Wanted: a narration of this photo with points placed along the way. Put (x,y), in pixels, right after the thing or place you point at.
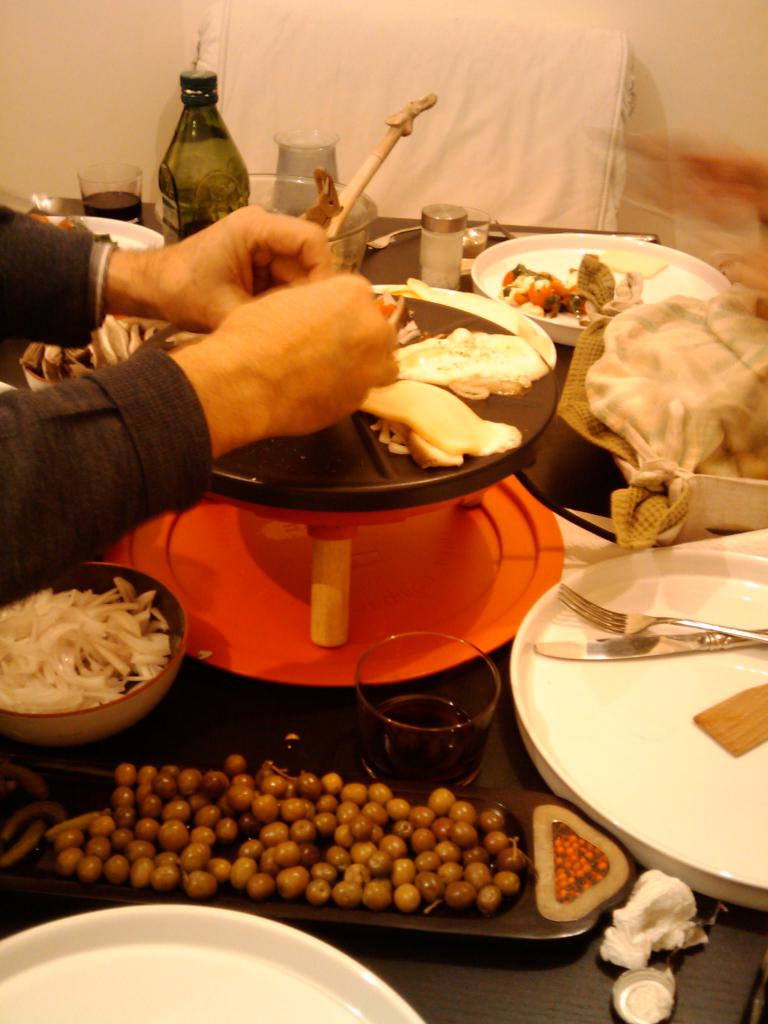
In this image there are some food items (401,412), spoons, forks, bottle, glasses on the table (283,693).
